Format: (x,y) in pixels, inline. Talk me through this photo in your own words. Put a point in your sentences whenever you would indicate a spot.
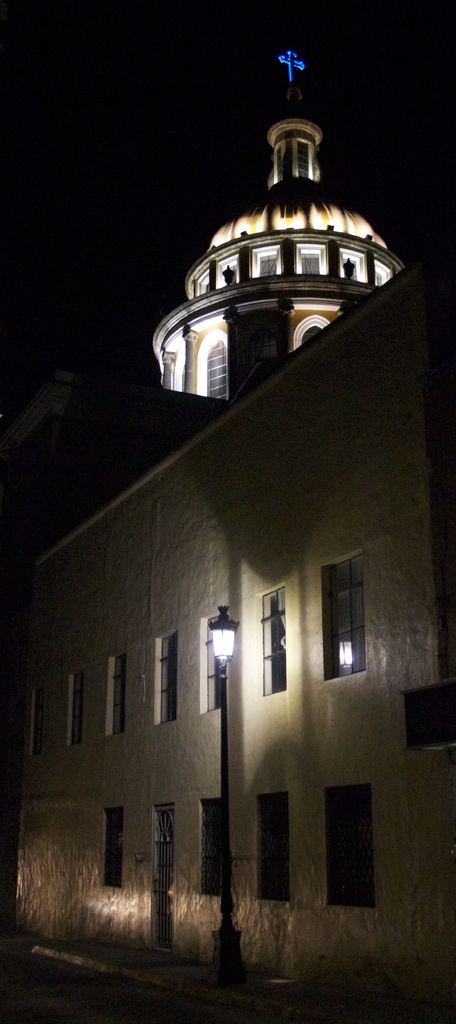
In this image I can see a building (208,534), few windows (263,614) of the building (158,671), a black colored pole (222,664) with light (220,657) on top of it and on the top of the building (328,308) I can see blue colored light (291,73). I can see the dark sky (173,174) in the background (145,194).
